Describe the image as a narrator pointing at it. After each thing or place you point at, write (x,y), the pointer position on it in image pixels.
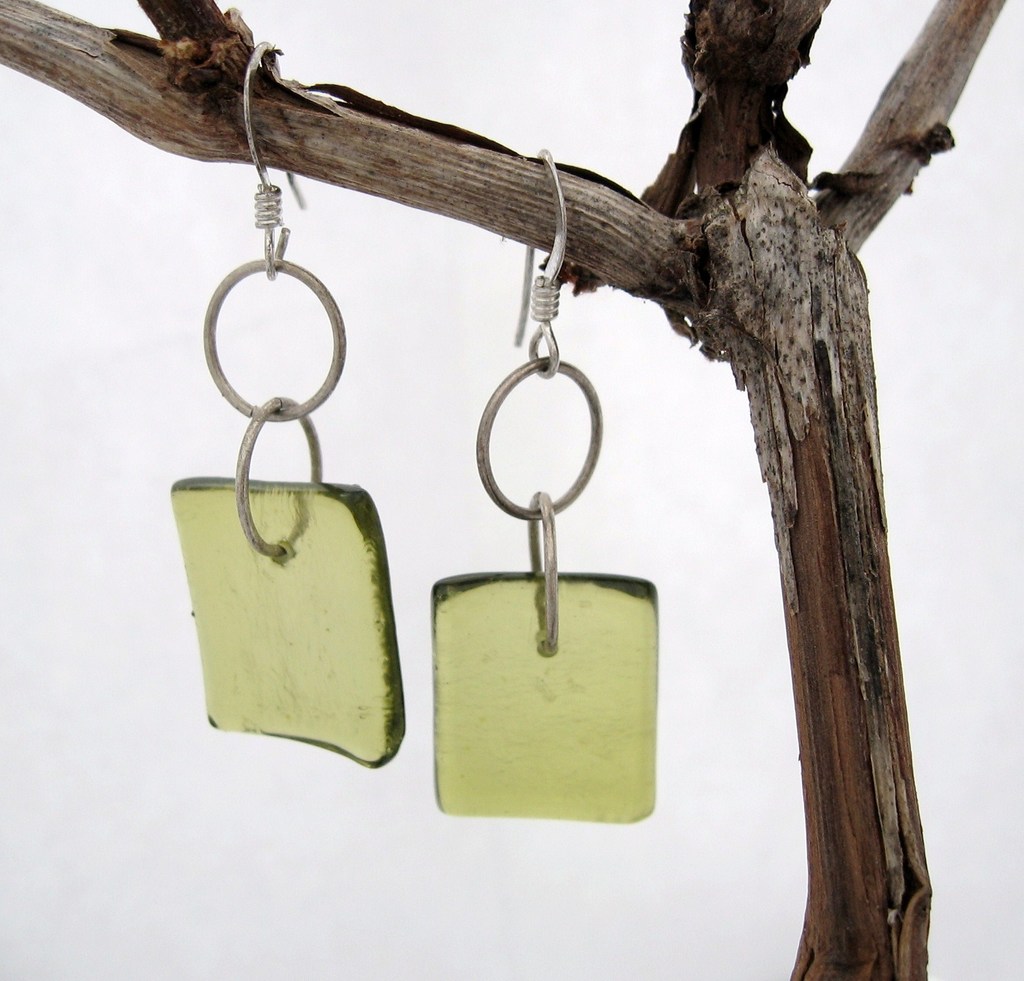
In this image I can see a pair of earrings (554,705) hanging to a stick (705,267). The background (155,756) is in white color.
